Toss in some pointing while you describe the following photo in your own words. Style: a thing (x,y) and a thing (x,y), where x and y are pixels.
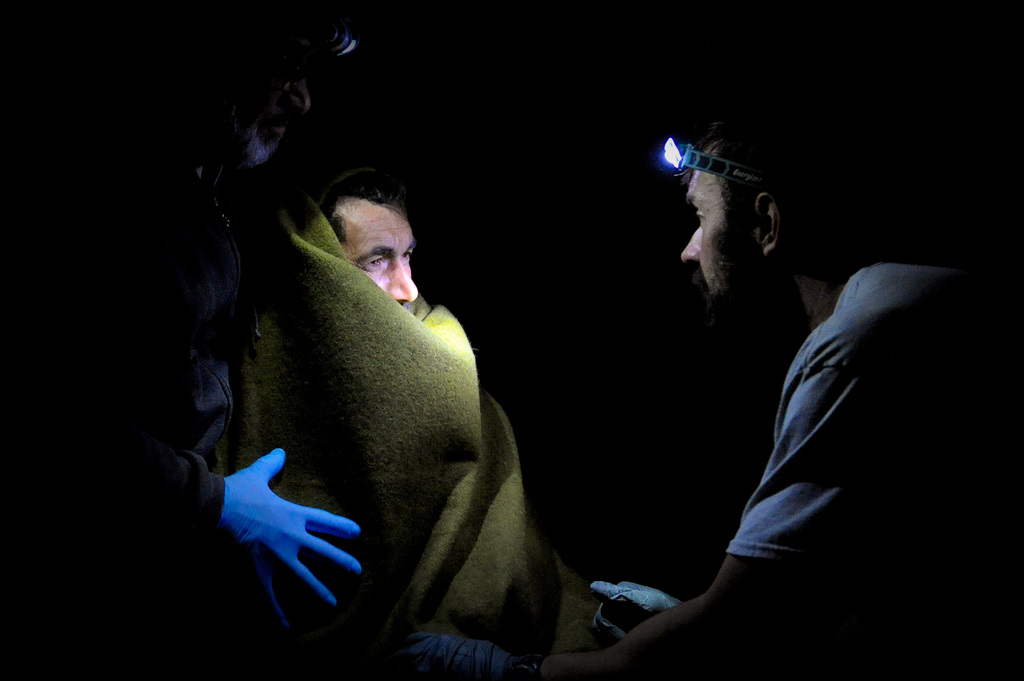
In this image there are three people (867,450), two are wearing headlights band (720,169) on their head (720,182). The background (623,460) is dark.
